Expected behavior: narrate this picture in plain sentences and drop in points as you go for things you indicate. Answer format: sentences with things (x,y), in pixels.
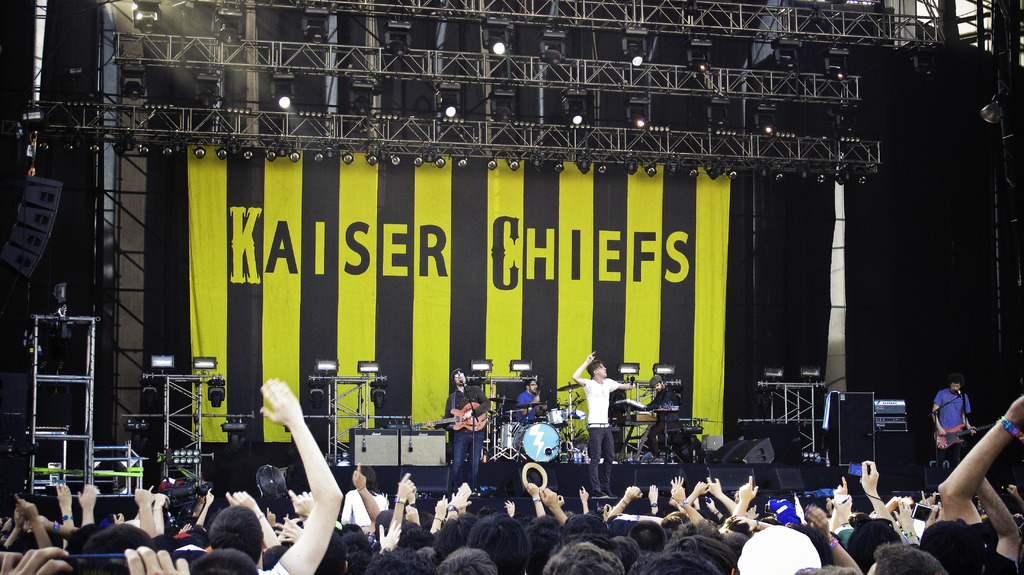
There are few persons (591,401) playing musical instruments (556,428). Here we can see lights (348,157), speakers (789,472), and crowd (752,528). In the background (544,341) we can see a banner (358,297).
